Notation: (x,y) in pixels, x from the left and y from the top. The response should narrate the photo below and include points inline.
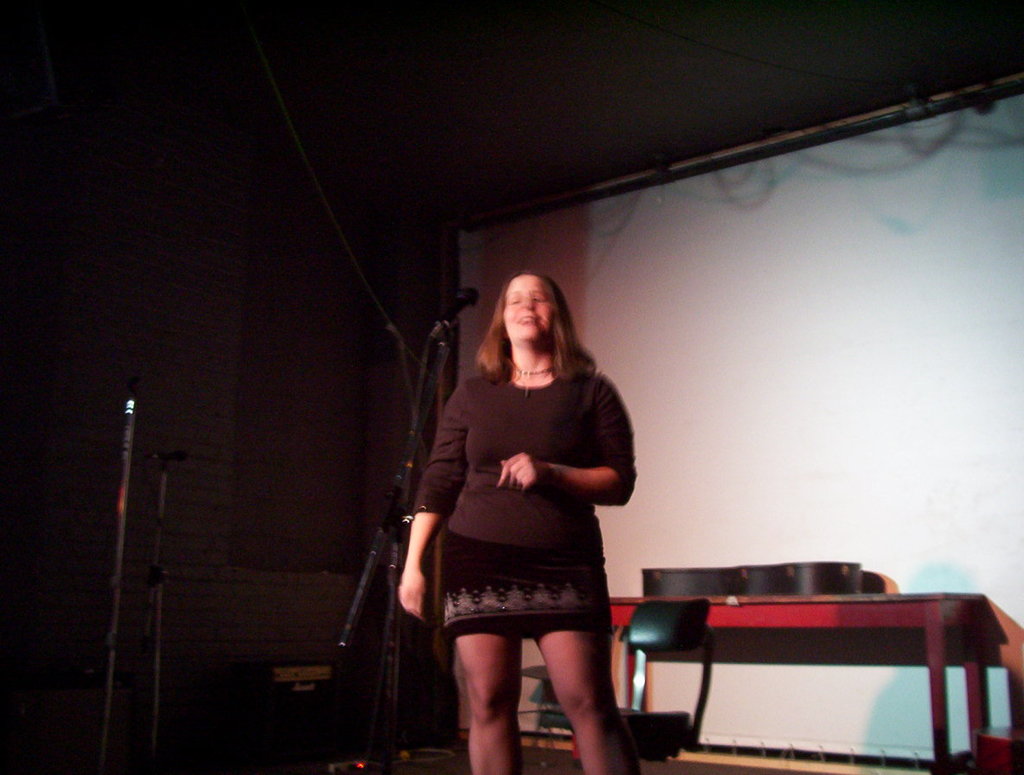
In this image I see a woman (541,361) who is smiling and standing in front of a mic (397,699). In the background (427,662) I see chair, table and the wall (974,112).
